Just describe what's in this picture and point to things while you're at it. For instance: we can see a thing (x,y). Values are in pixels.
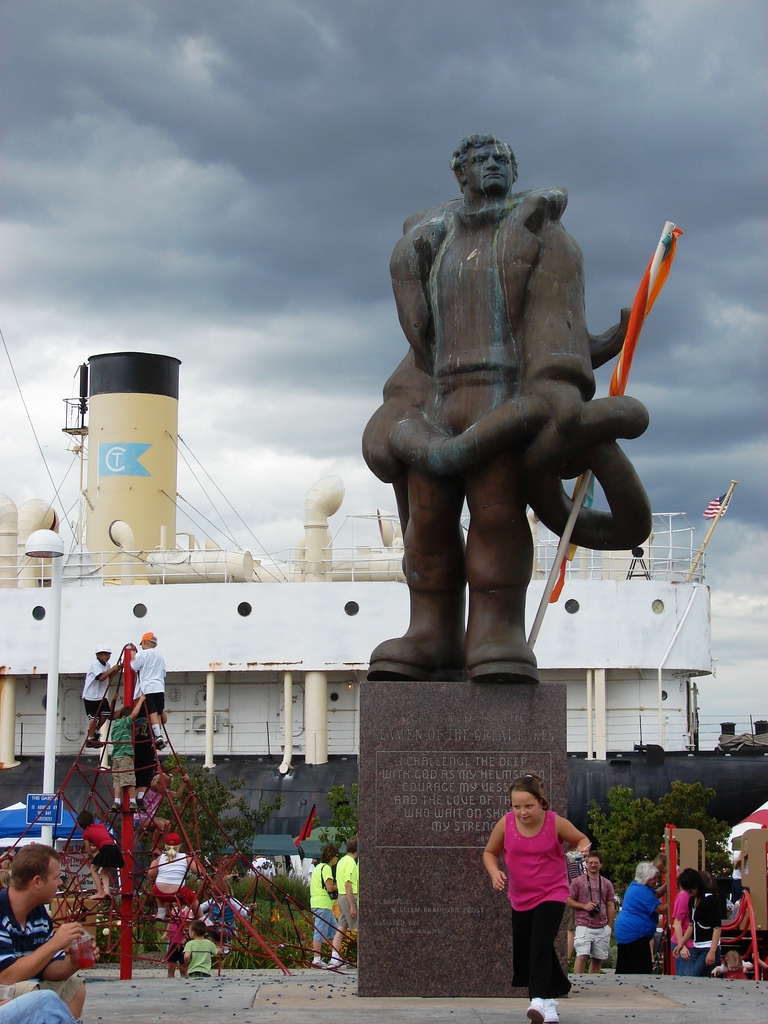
In this image there is a statue (424,582) in the middle (477,598). In the background (289,600) there is a ship (307,551). At the top (138,91) there is the sky (152,182) with the black clouds (275,168). At the bottom (210,903) there are few people (178,834) who are playing by climbing the poles (128,816). In the background (638,816) there are trees (630,810) beside the wall (249,776).
